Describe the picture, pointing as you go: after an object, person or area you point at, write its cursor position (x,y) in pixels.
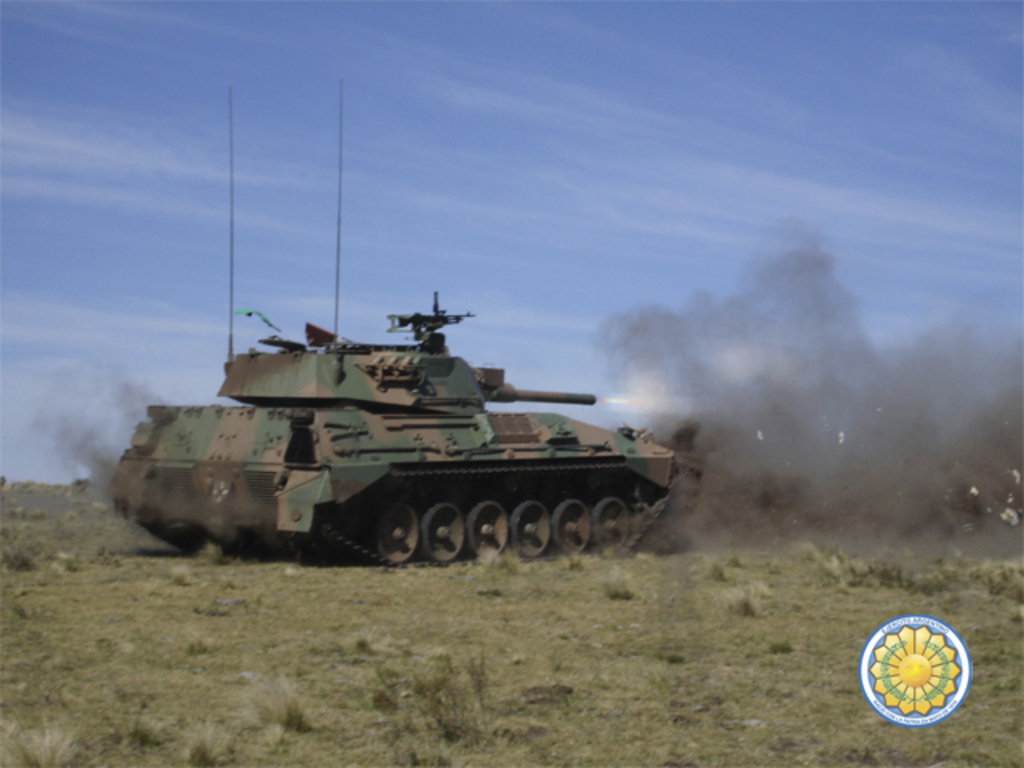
In this image there is a tank (583,544) on the grass (617,677), and in the background (981,118) there is sky (973,105) and a watermark (889,684) on the image.
